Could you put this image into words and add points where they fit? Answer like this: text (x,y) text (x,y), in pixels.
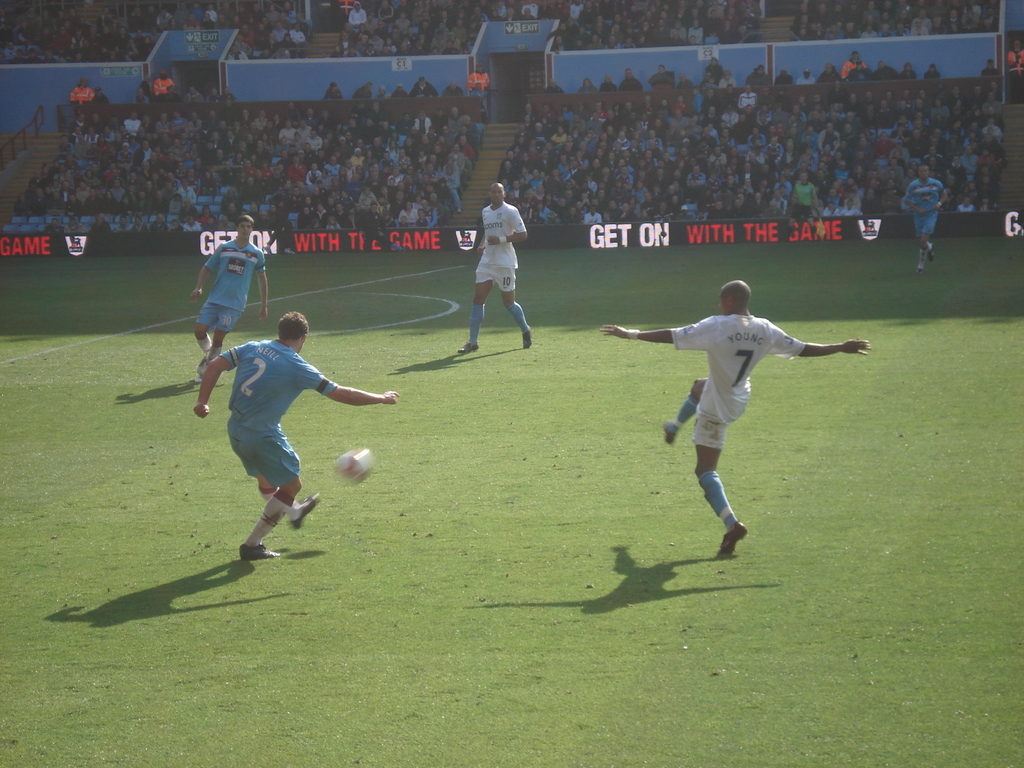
In this image five players (502,251) are playing the football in the ground (452,462). In the background (391,156) there are crowd (331,163) who are watching the game from the stadium (627,104). The man (254,368) to the left side (267,361) is kicking the ball (347,474) while the man (710,462) to the right side (738,397) is trying to stop the ball (364,457).
